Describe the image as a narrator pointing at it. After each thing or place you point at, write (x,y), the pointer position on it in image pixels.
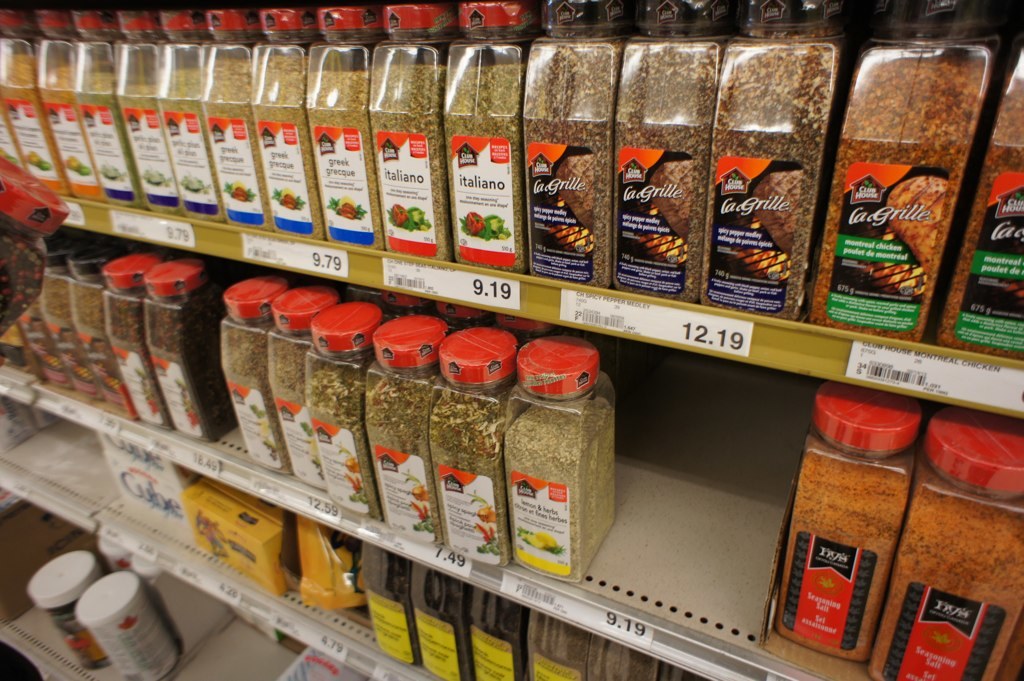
In this image we can see jars (131,618), items (382,505) in the bottles (309,229) are on the racks (33,381) and we can see price tags (181,241).
